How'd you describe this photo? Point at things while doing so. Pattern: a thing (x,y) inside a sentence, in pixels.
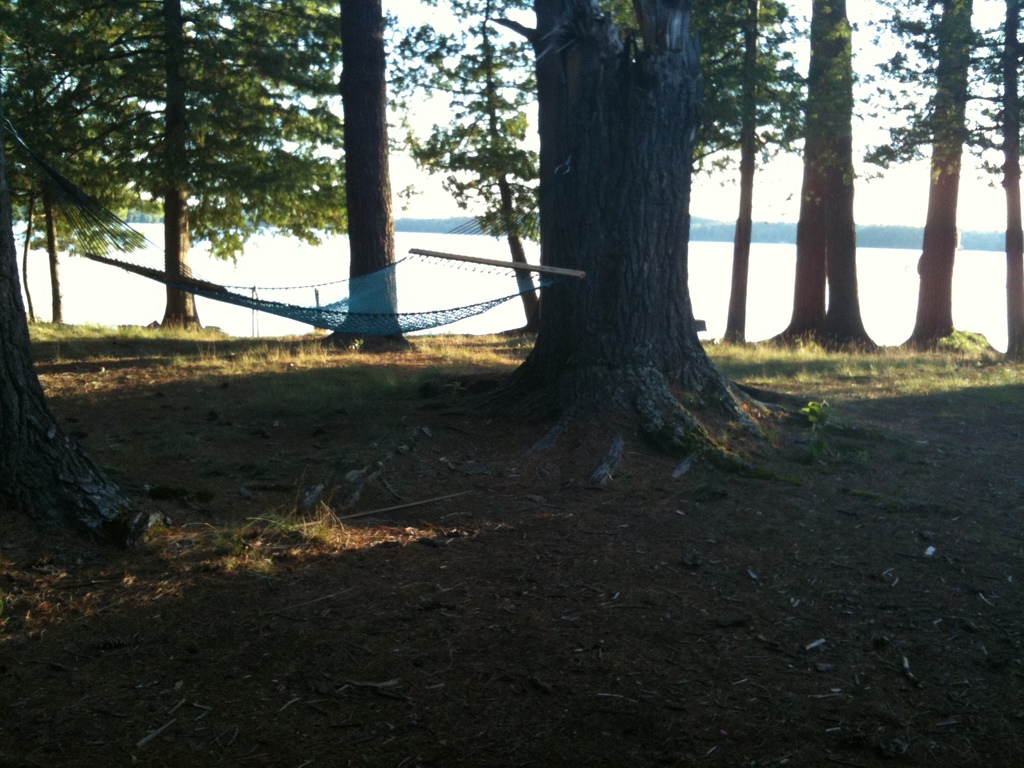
In this image we can see one hammock (366,317) and trees (685,176). At the bottom of the image (569,551) land (633,551) is there with some grass (845,385). Background of the image (765,288) sea (305,253) is there.
